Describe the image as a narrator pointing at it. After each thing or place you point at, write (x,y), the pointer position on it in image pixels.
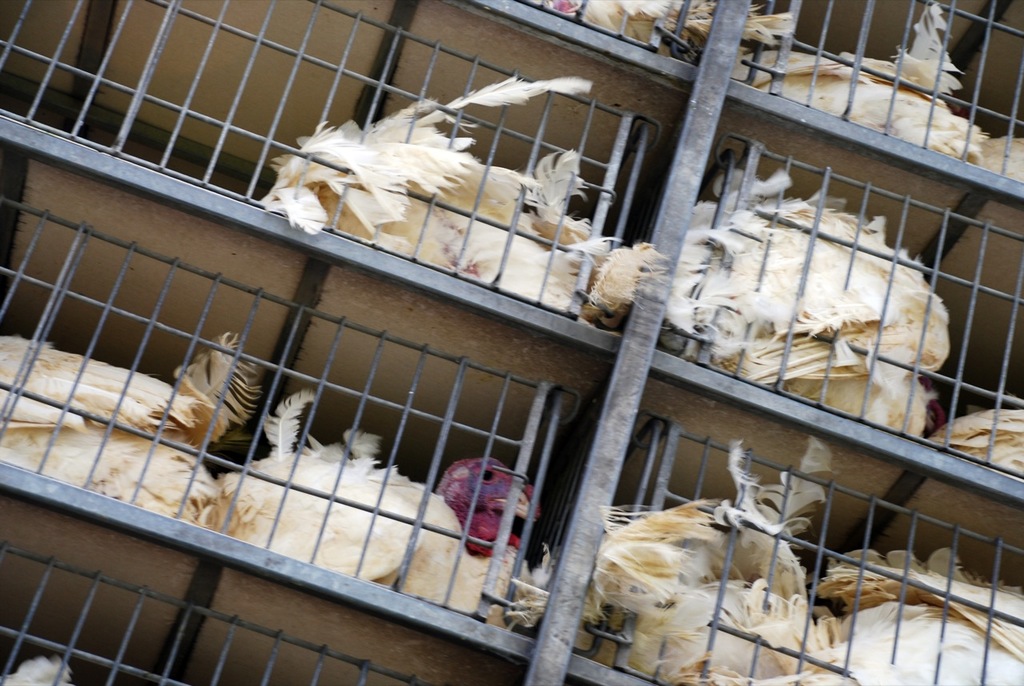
In this image, we can see turkeys (461,193) in the poultry cages (350,635).
